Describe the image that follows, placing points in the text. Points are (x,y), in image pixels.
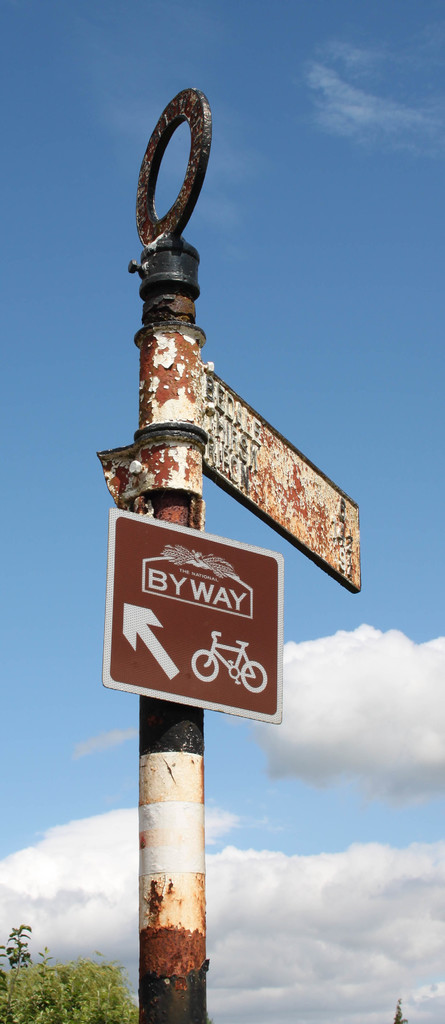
In the foreground of this image (286,534), there is a signboard pole (160,556). In the background (78,983), there is a tree (78,991), sky (38,759) and the cloud (75,843).
